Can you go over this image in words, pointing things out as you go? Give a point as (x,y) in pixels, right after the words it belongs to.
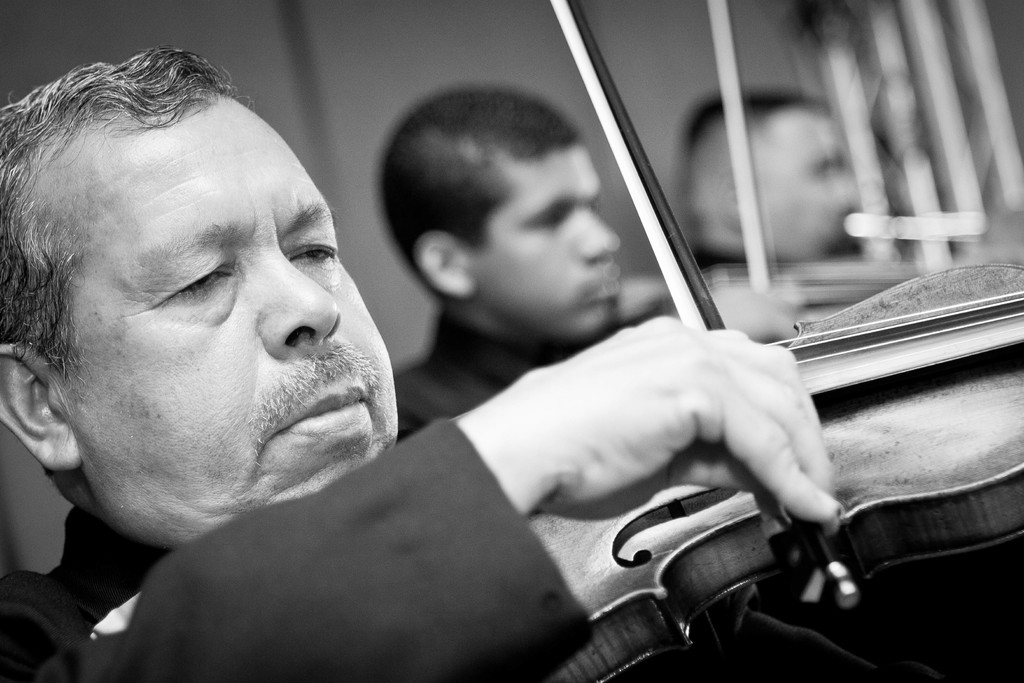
This is a black and white picture, there are three persons (286,405) playing a music instrument (659,523). Behind the people (724,188) is in gray.
